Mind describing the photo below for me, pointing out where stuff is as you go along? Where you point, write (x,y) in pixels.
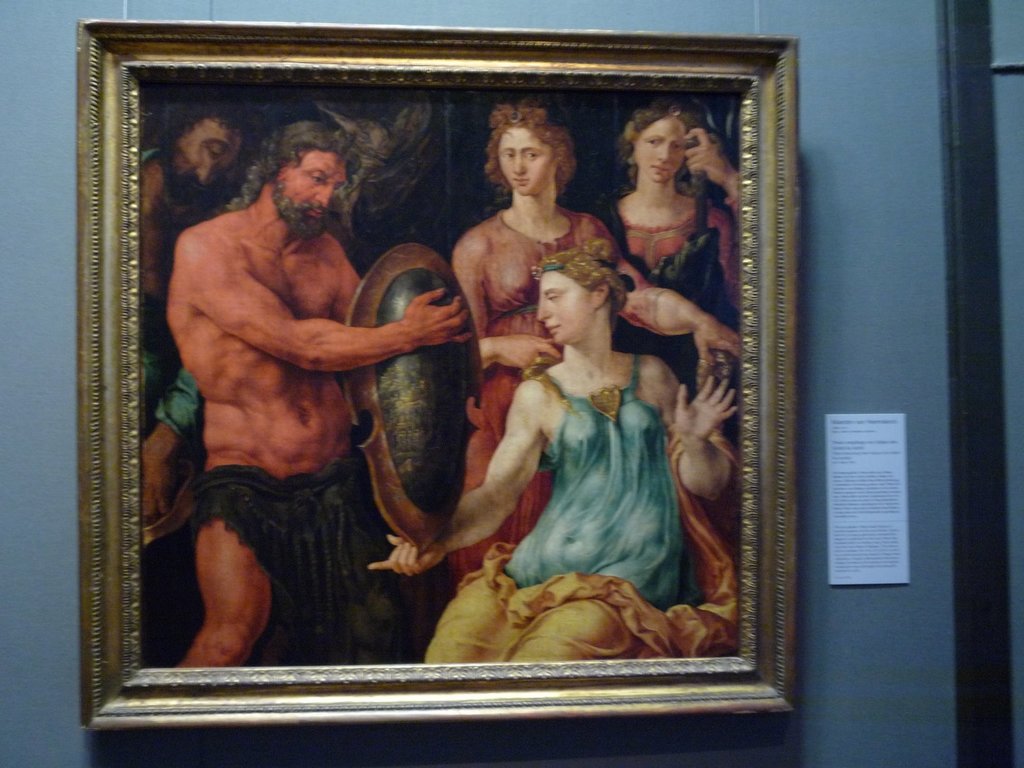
In this image, we can see a photo frame (364,396) on the wall (46,411). Here there is a sticker (863,467). Right side of the image (975,438), we can see some black color object (964,358).
